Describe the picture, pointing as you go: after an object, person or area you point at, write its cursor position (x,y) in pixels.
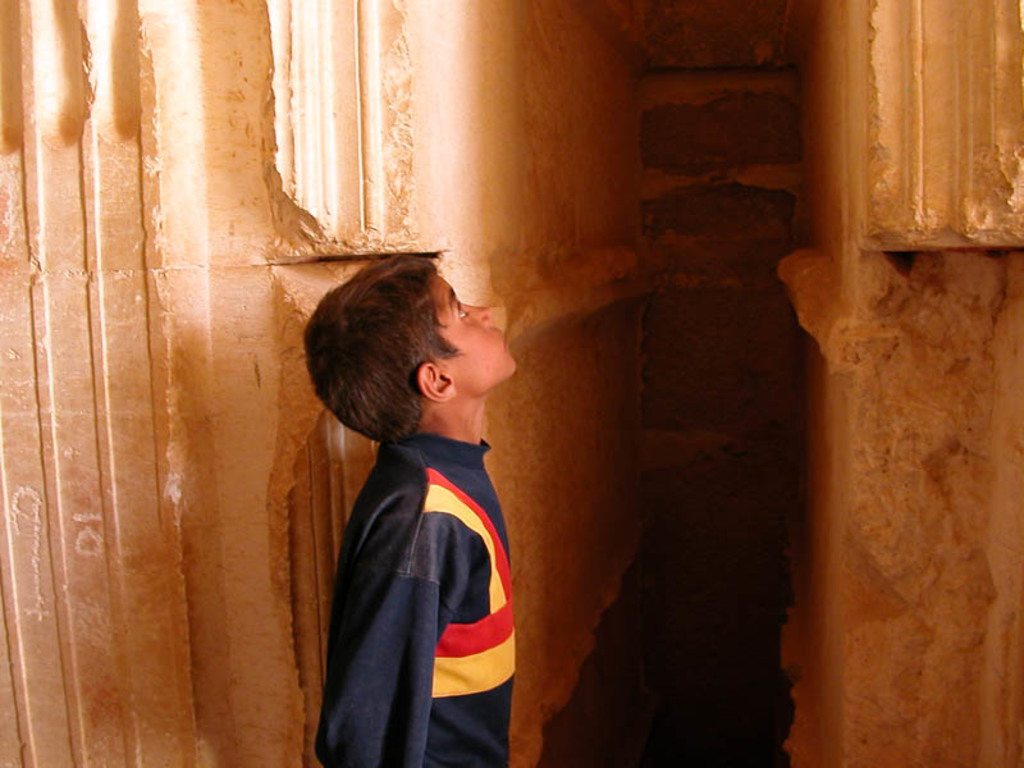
In this image I can see the person (407,522) wearing the blue, yellow and red color dress (387,557). To the side of the person (369,513) I can see the wall (205,244).
